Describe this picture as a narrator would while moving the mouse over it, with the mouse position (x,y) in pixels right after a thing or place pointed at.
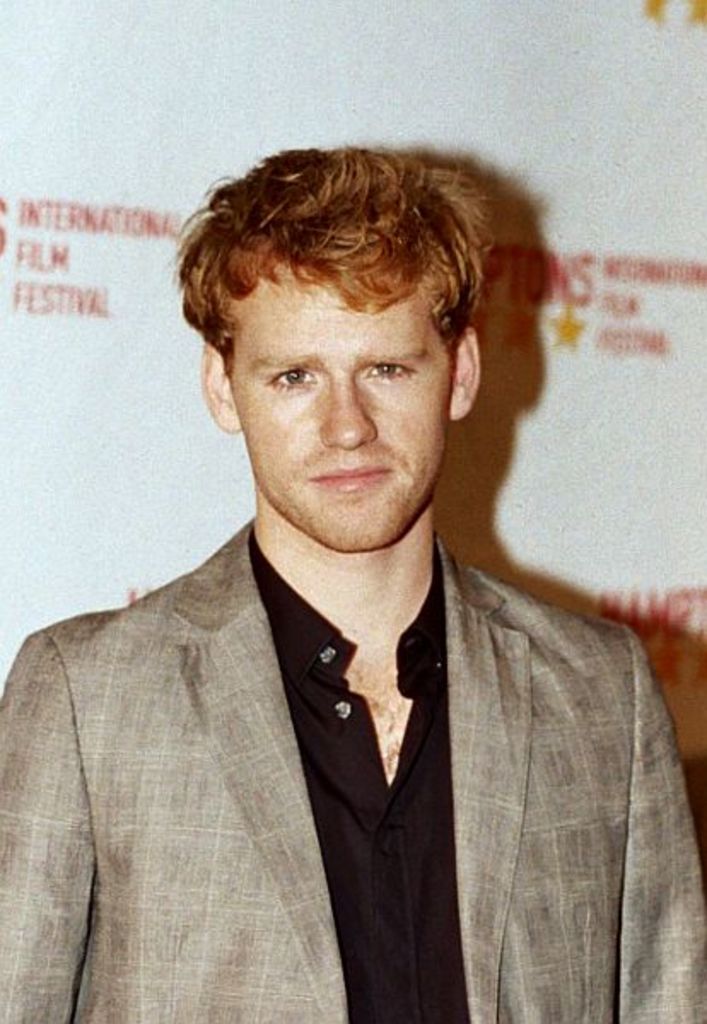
In this picture there is man (314,992) wearing brown color coat (577,881) with black shirt (395,798), standing in the front (377,690) and giving a pose into the camera. Behind there is a white color banner (633,618).
